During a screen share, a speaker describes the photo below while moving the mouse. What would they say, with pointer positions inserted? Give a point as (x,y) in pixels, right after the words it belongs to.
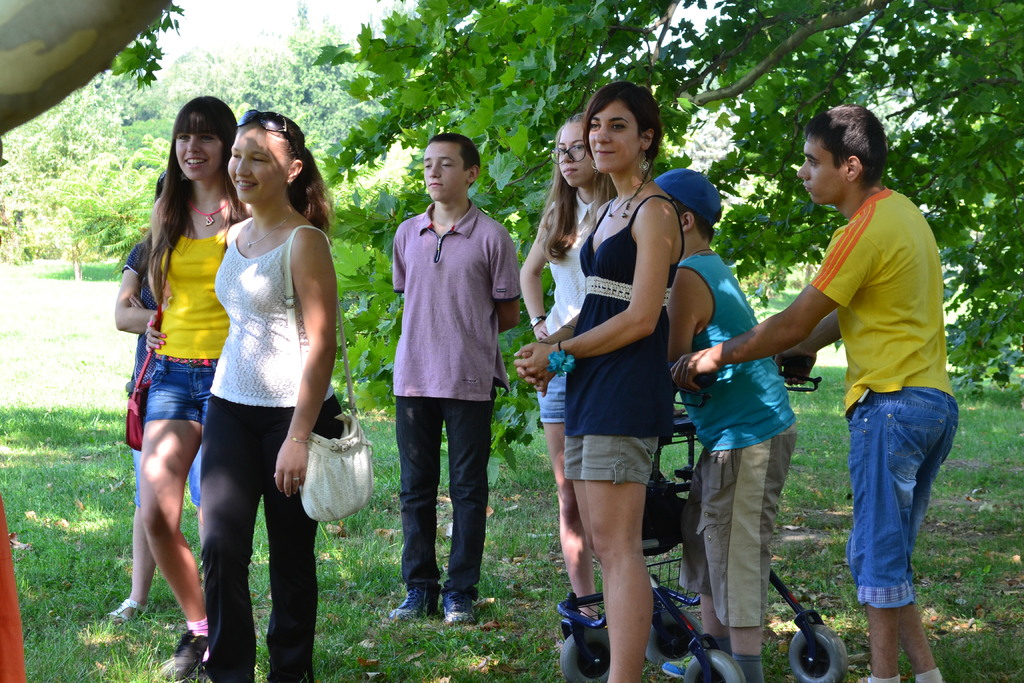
In this image I see persons (246,188) in which these 2 girls (253,249) are smiling and I see that this girl (252,292) is carrying a bag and I see that this woman (656,135) is also smiling and I see a trolley (591,681) over here and I see the green grass (45,351). In the background (530,342) I see the trees (737,53).
